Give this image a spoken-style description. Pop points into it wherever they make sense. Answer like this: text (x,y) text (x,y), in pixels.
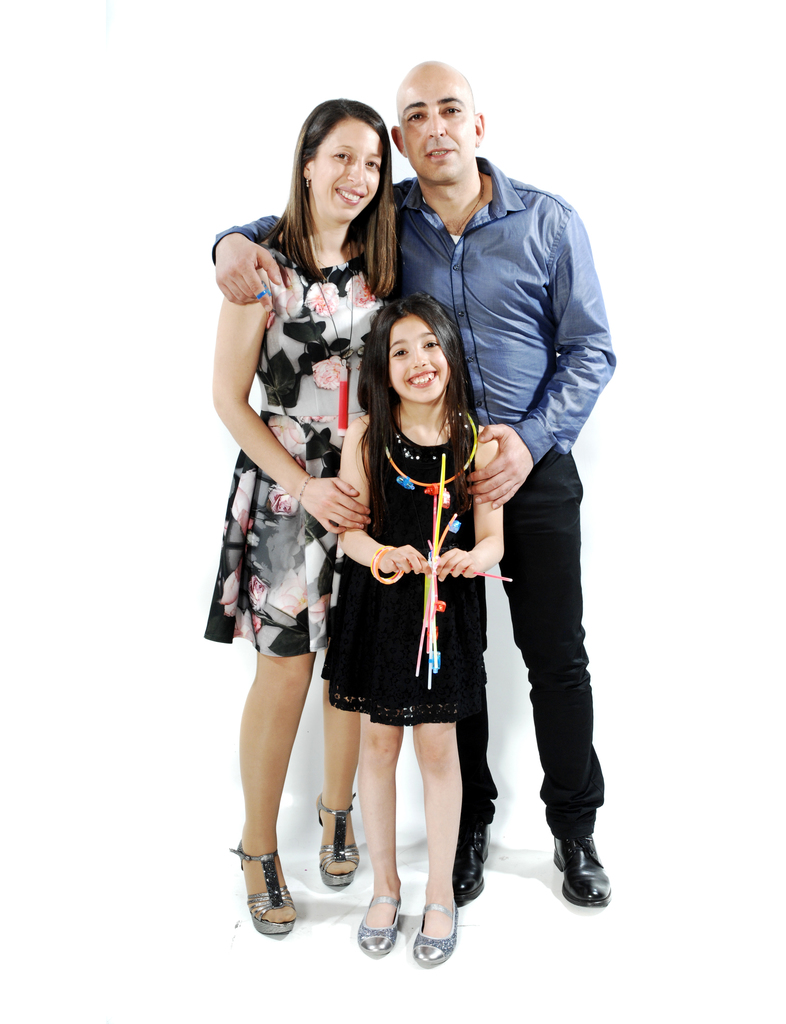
In the picture we can see man (505,368) wearing blue color shirt (550,395), black color pant (545,497), woman (296,253) wearing black and white color dress (268,378) and a kid (446,676) wearing black color dress (421,612) standing and posing for a photograph.
